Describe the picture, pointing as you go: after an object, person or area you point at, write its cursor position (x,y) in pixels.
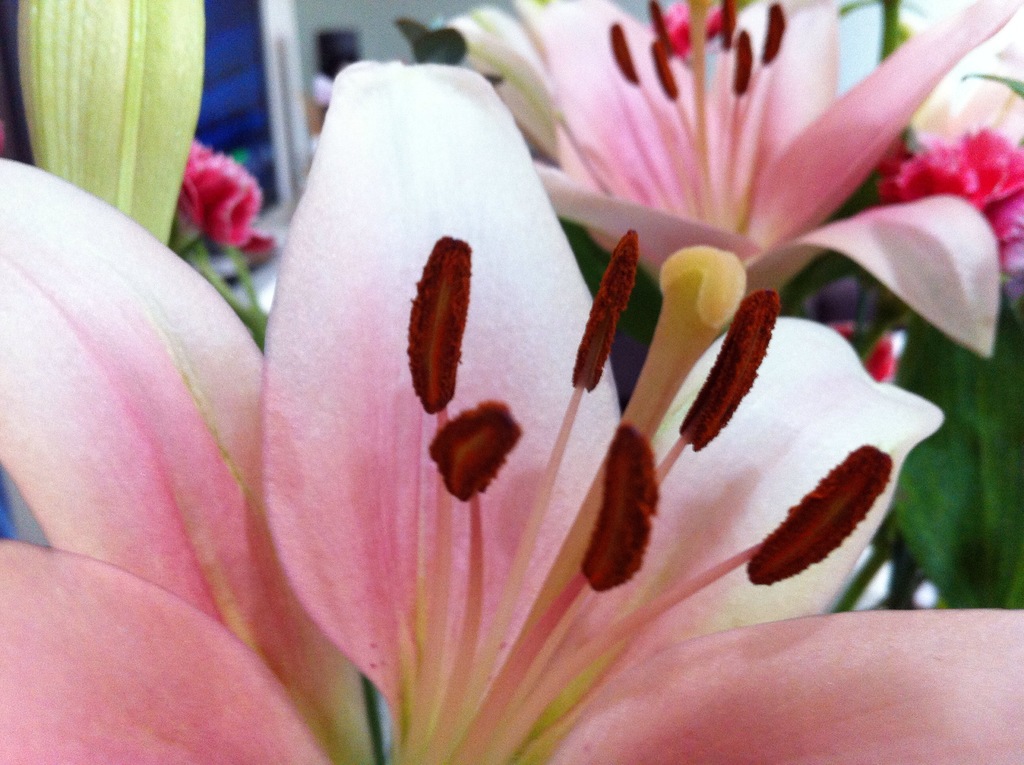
In the image we can see there are many flowers (455,449) of different colors. This is a leaf (934,497).
